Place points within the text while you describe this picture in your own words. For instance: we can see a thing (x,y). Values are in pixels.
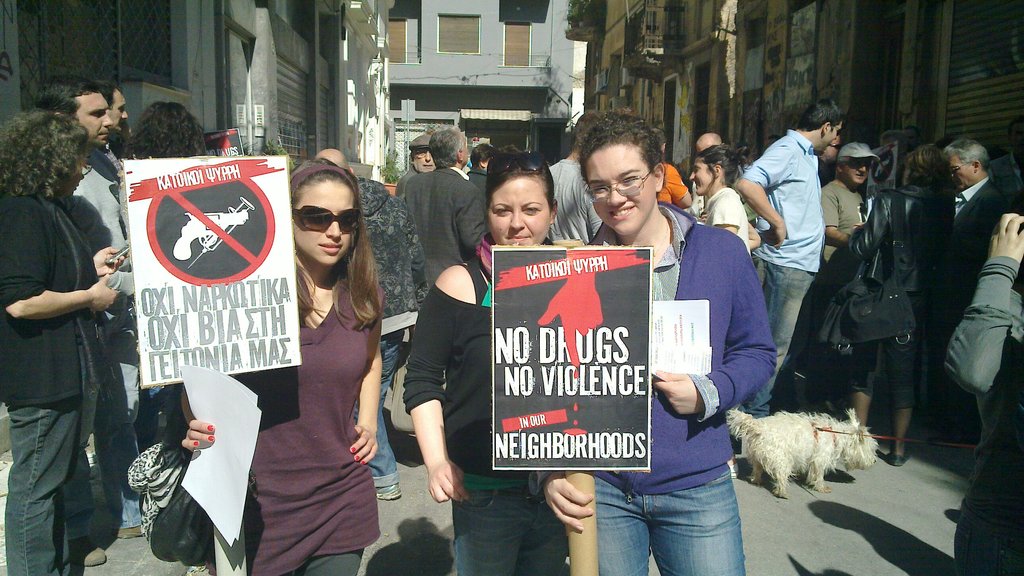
In this image there are a few people (488,417) standing and walking and few are holding banners (627,405) in their hands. In the background (960,94) there are buildings (551,106).
